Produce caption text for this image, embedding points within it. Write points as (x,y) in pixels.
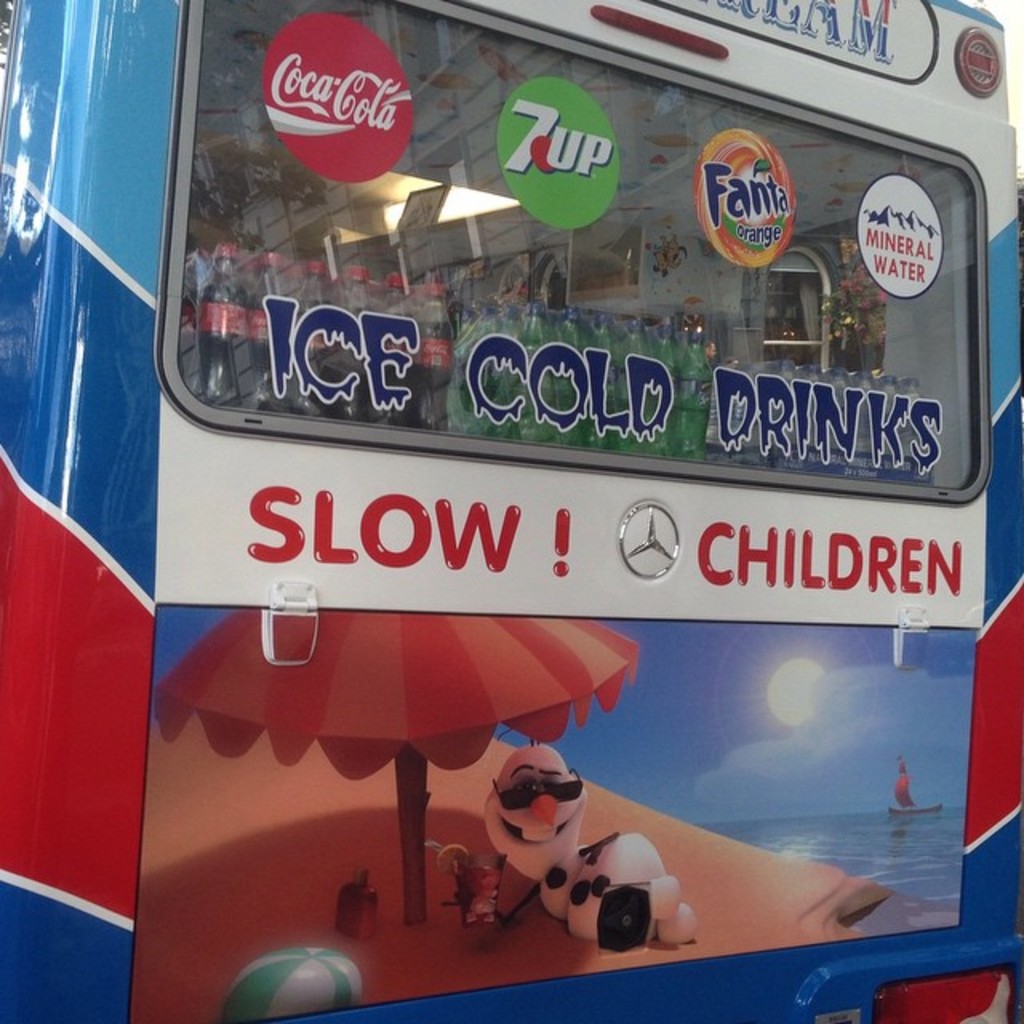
In this image there is a van (135,117) with a text (376,319) and a few paintings (700,920) on it.
